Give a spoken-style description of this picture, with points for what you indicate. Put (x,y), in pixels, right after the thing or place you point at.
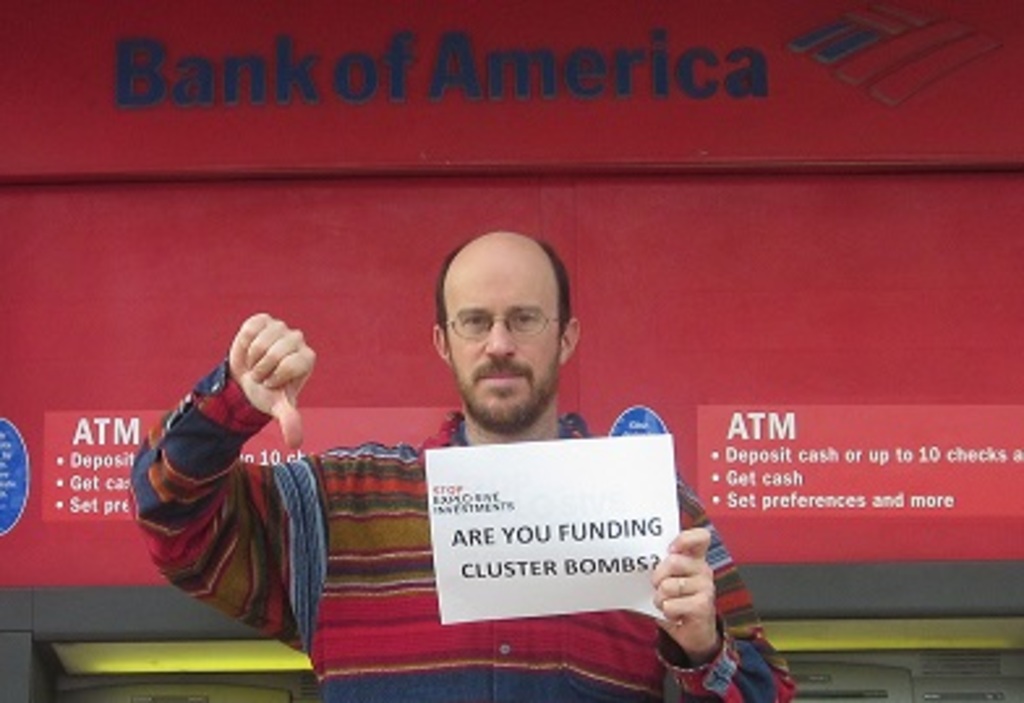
In the center of this picture (478,362) we can see a man (490,285) wearing shirt (336,662), holding a paper (478,481) and seems to be standing and we can see the text (567,527) on the paper (561,496). In the background (715,190) we can see the text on the banners (930,418) and we can see some the other objects (782,651).
